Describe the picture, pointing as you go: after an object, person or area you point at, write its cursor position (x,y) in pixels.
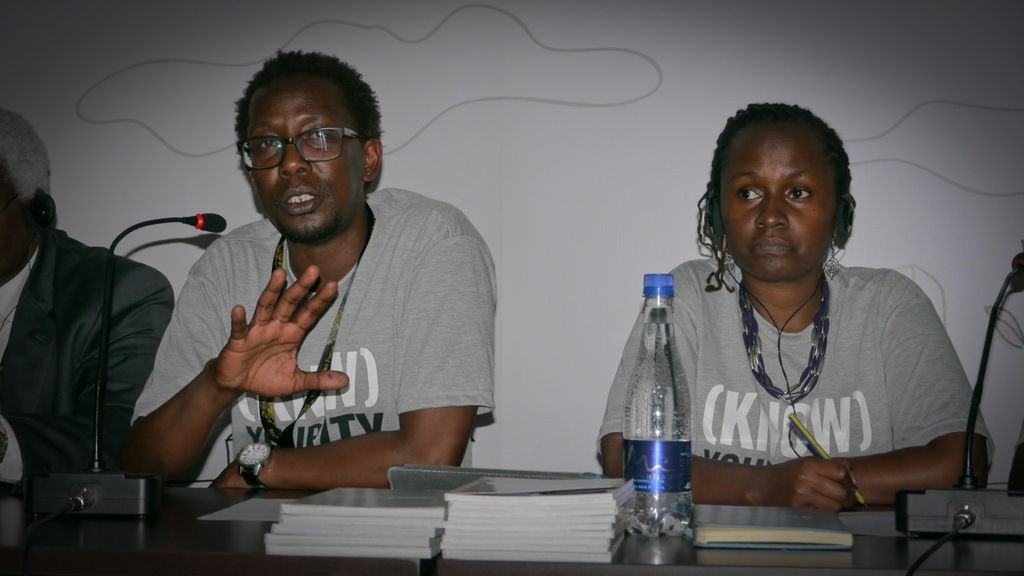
On the left (250,463) a man (440,297) is speaking in the microphone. He wears a T-Shirt (454,269) and there is a water bottle (637,437) on the table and a woman (910,373) is sitting.
